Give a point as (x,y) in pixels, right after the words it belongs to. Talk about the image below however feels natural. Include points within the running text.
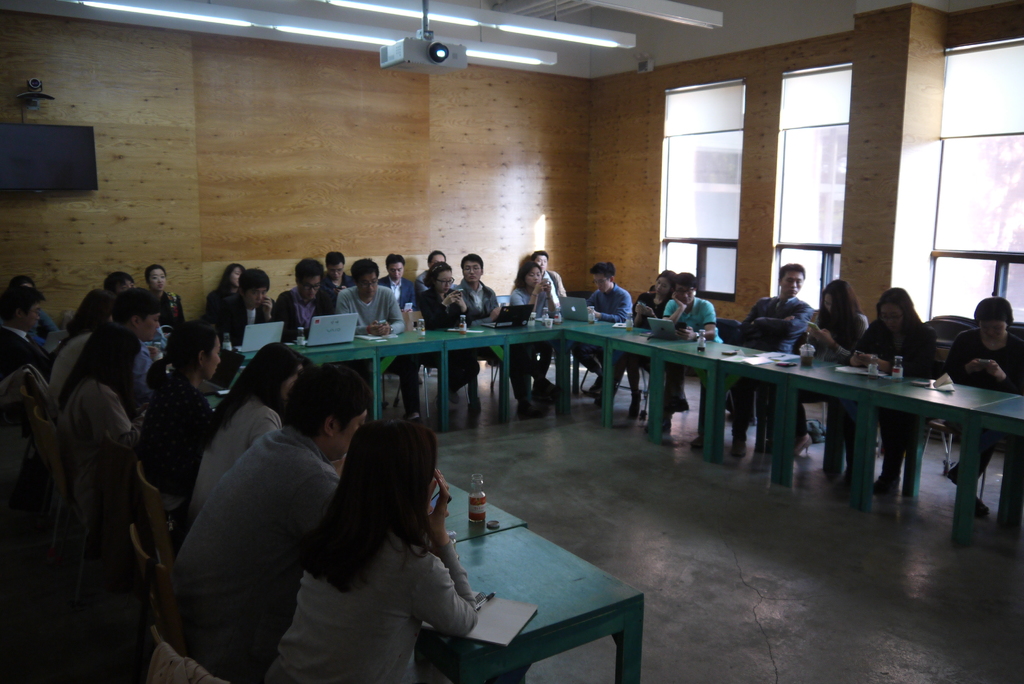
In the image we can see there are many people (337,292) sitting, they are wearing clothes (323,295) and some of them are holding objects (546,280) in their hands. Here we can see tables (775,384), on the table (795,429), we can see electronic devices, bottles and other things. Here we can see the floor (734,599), windows (942,185), wall (318,139), projector (395,62) and the lights (359,5).
